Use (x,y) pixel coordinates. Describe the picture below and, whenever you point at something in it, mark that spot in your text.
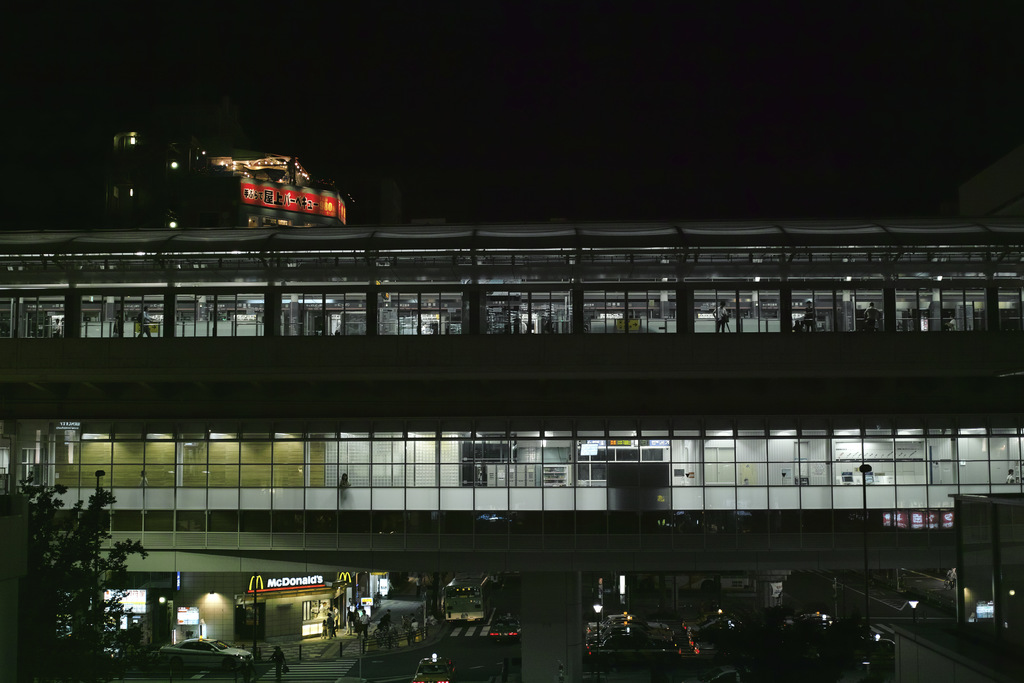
In the foreground of this image (263,394), there is a building (835,513). On the left bottom (54,573), there is a tree (62,673) and we can also see few vehicles (615,630), light poles (600,604), persons (351,627) moving on the side path (327,649) are on the bottom (339,636). On the top (527,72), there is the dark sky (386,63).
